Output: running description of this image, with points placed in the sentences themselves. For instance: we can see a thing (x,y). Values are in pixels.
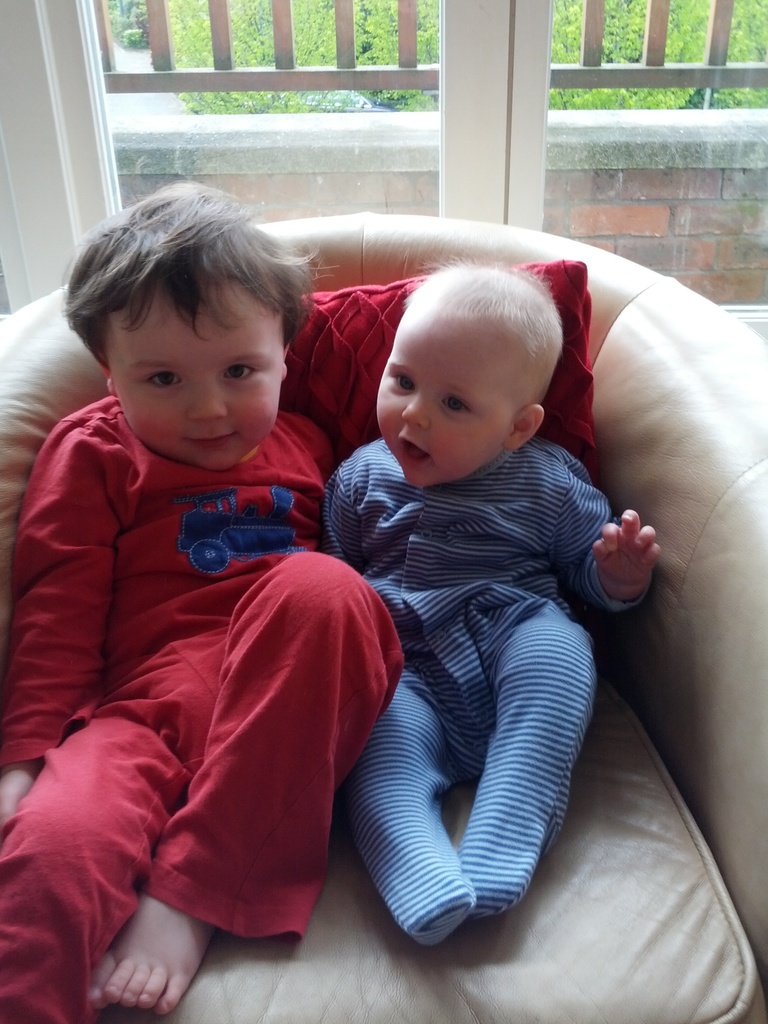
In the center of the image (430,518) we can see two kids (276,521) sitting on the sofa (627,903) and there is a cushion (349,347) placed on the sofa (607,475). In the background (155,160) there is a window (242,93) and we can see a fence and a wall (619,164) through the window (541,146).
